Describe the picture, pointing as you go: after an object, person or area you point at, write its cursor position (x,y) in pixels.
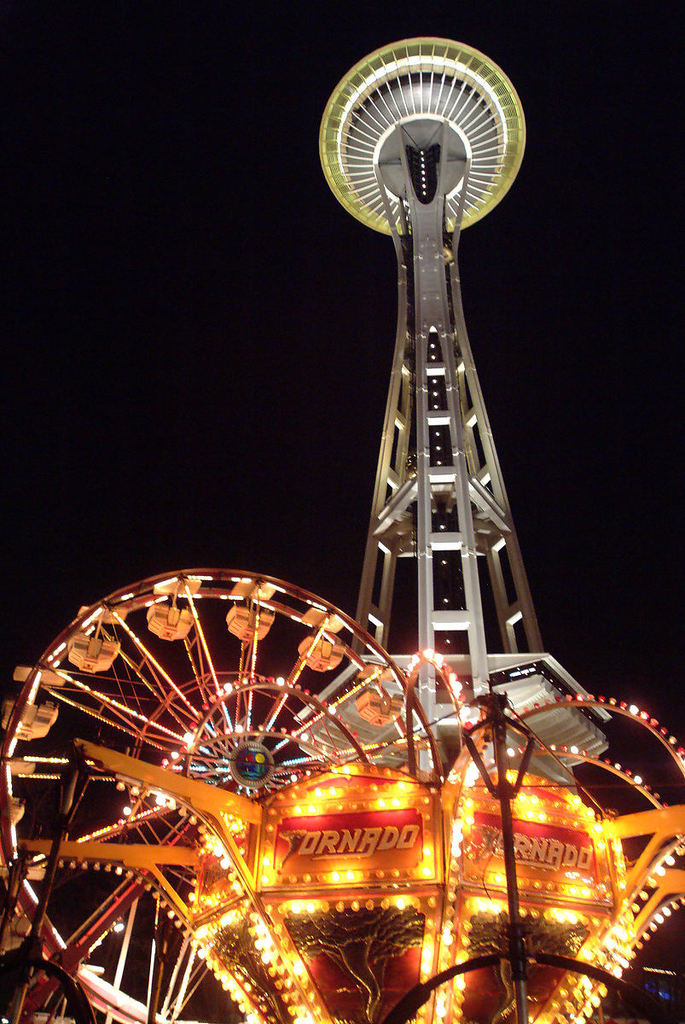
In this image I can see a tower (331,115) towards the right side of the image (468,144), a giant wheel (244,704) with lights (230,686), some poles (504,706) and other objects (440,953) at the bottom of the image (429,863).
